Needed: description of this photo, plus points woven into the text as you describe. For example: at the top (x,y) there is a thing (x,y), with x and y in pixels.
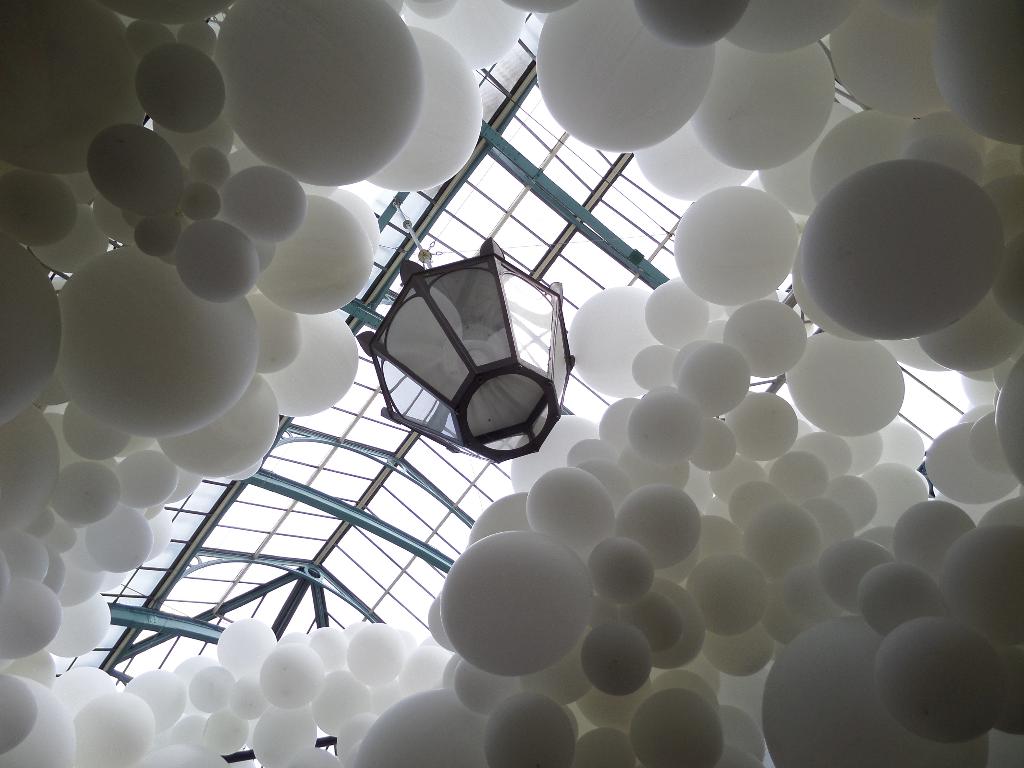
In this image there is a lamp (470,343) which is tied to the rope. There are white color balloons (121,566) around it. At the top (488,162) there is roof (338,534).
